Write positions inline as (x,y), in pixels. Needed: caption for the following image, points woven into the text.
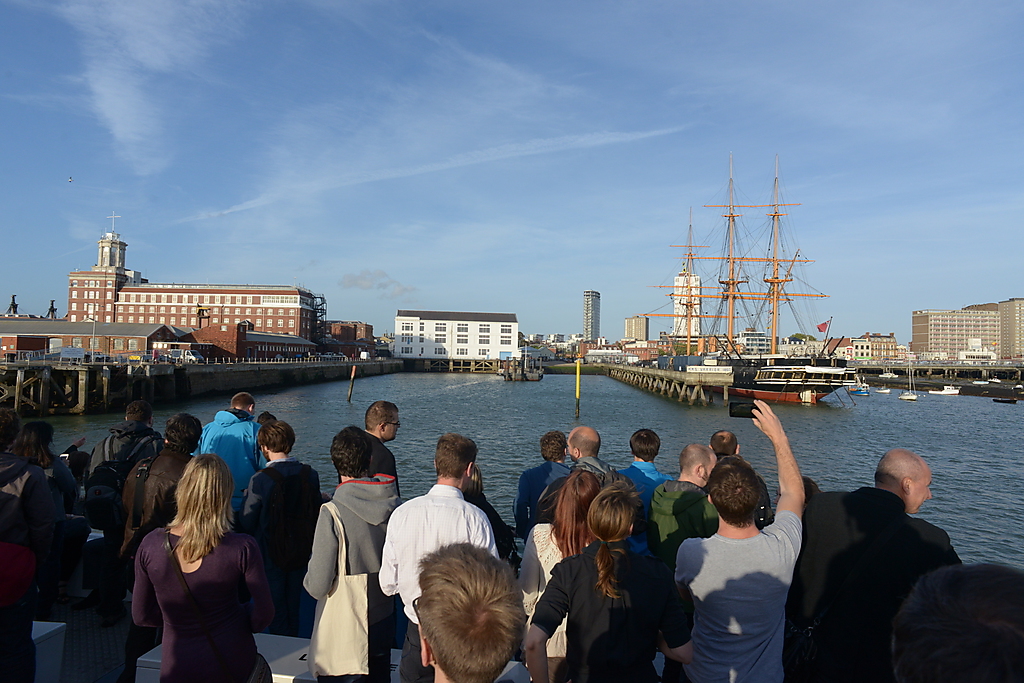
In this picture we can see a group of people (459,627) and some objects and one person (756,545) is holding a mobile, in front of them we can see boats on water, here we can see a bridge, poles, flag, on the bridge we can see vehicles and in the background (842,151) we can see buildings (913,346), sky (839,122).
